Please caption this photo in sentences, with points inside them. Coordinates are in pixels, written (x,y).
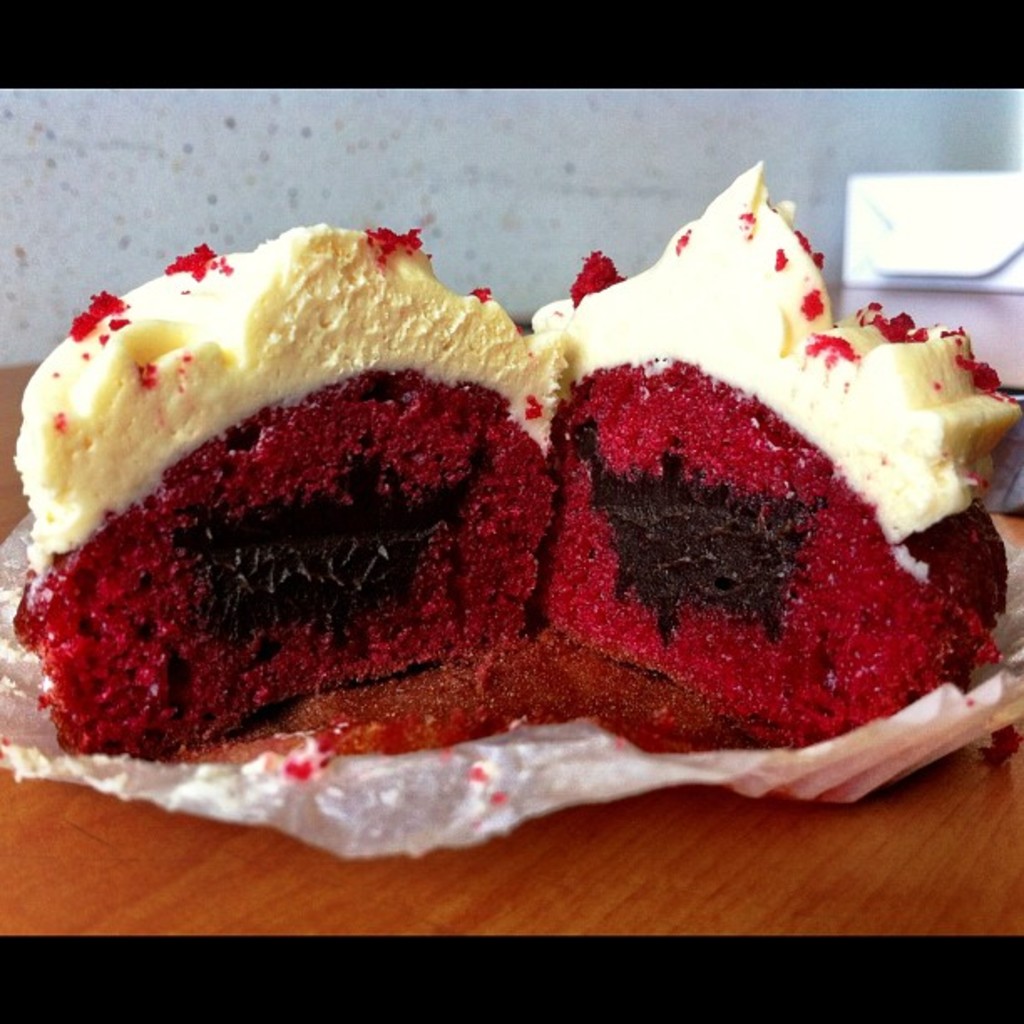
There is a table (719,879). On that there is a paper (615,737). On the paper (563,770) there are pieces of cake (470,542).
